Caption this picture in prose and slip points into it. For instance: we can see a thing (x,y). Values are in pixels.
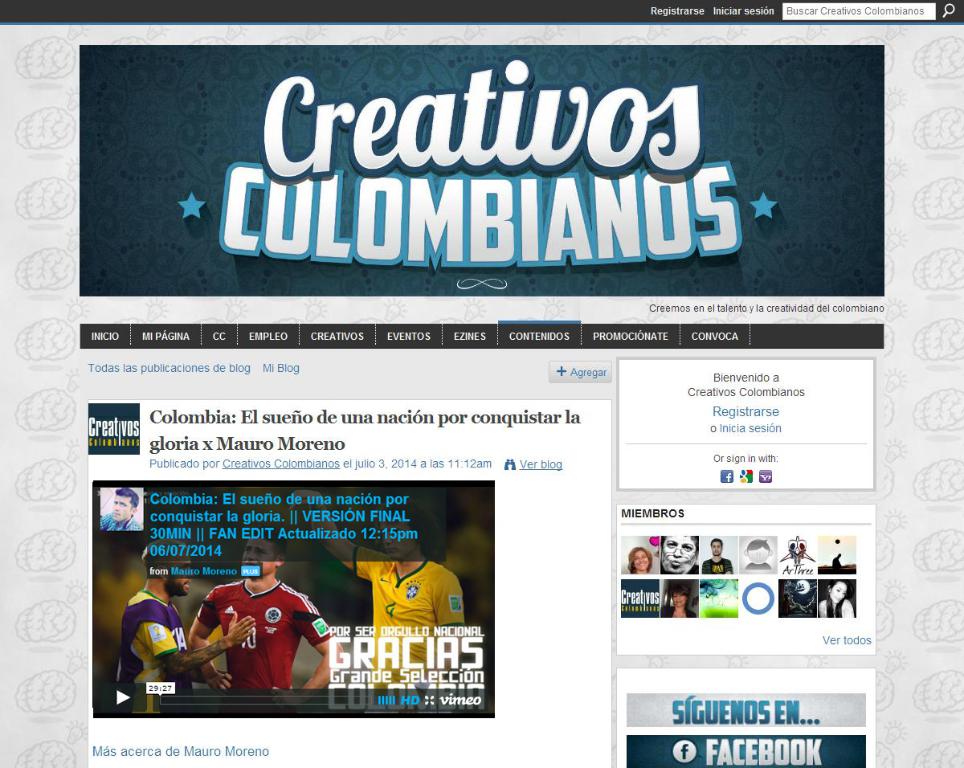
In this image I can see a web page (421,185) and on it I can see something is written. I can also see few people (257,592) on the both side of this image.
